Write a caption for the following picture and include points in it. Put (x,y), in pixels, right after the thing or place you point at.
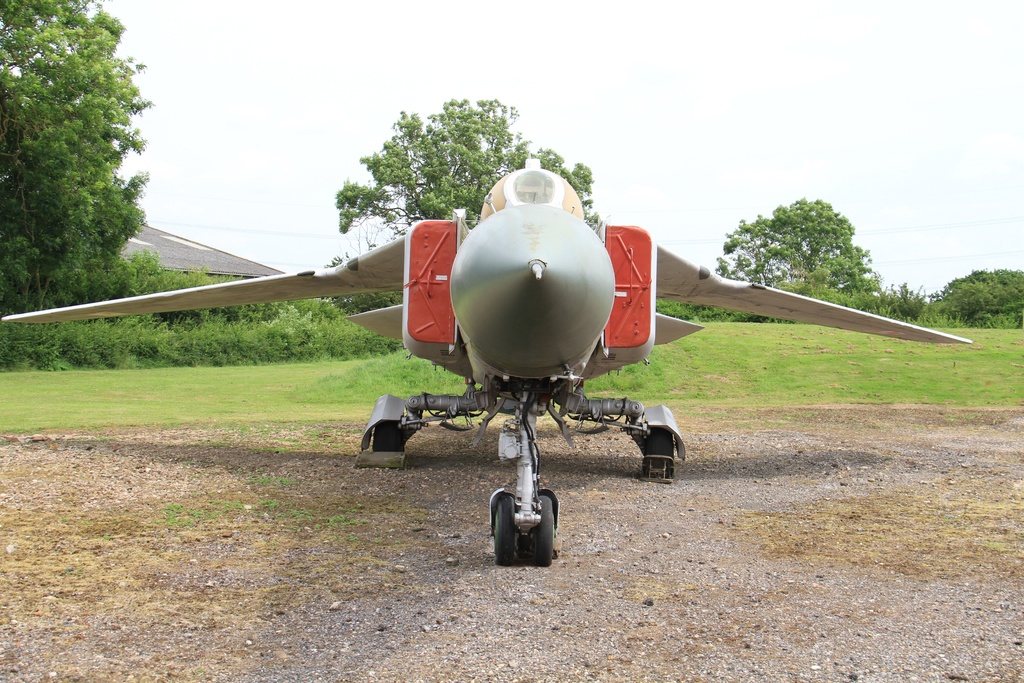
This looks like an aircraft (562,419), which is parked. Here is the grass (776,360). I can see the trees (80,237) and plants (104,349). This is the sky (248,62).
